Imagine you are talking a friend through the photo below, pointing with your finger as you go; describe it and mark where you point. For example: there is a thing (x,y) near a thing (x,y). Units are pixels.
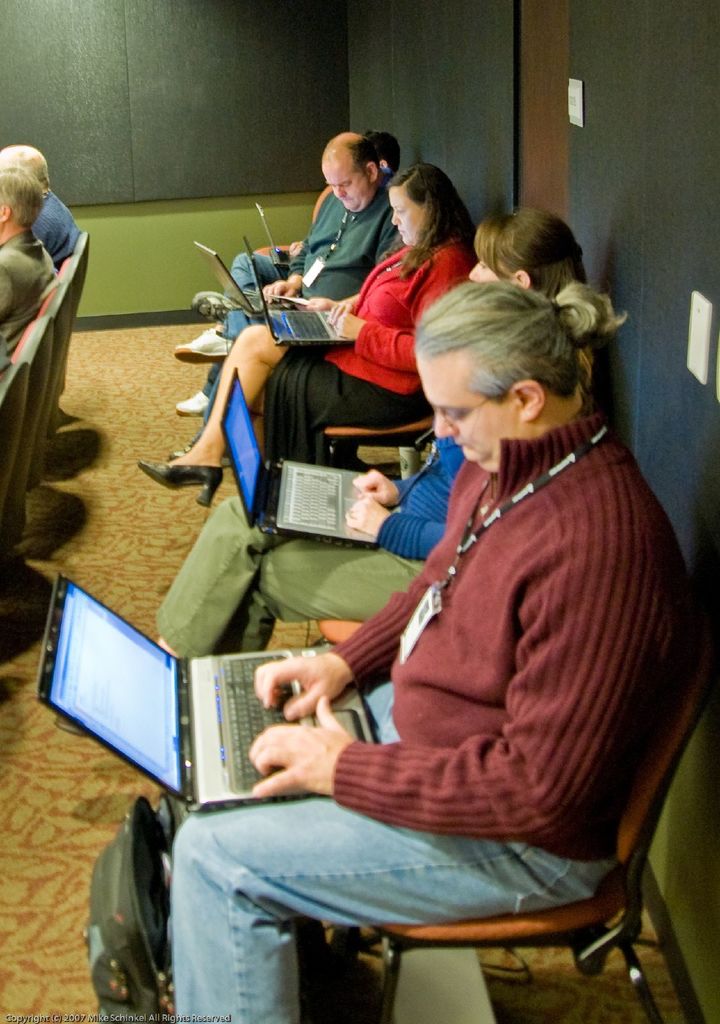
In the image we can see there are many people (385,351) wearing clothes (512,723) and some of them are wearing identity cards (516,501), and the people (366,649) are sitting on the chair (565,926). There are laptops (123,747), this is a bag (109,909), carpet (131,493) and a wall (151,95). This is a watermark (78,1017).
